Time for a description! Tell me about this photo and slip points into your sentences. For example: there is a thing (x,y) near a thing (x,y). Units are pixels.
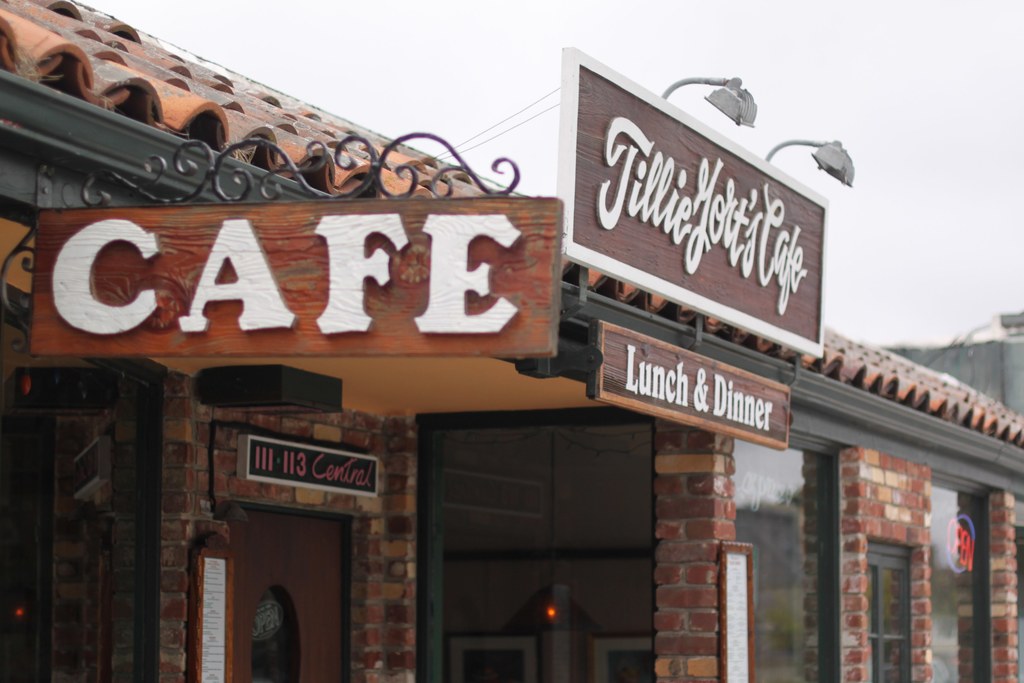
At the top portion of the picture (936,140) we can see the sky (931,113), roof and lights (816,153). In this picture we can see a cafe (895,570). We can see boards (720,401) and glasses (953,624), bricks wall (685,498). Through glass (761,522) we can see the frames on the wall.
